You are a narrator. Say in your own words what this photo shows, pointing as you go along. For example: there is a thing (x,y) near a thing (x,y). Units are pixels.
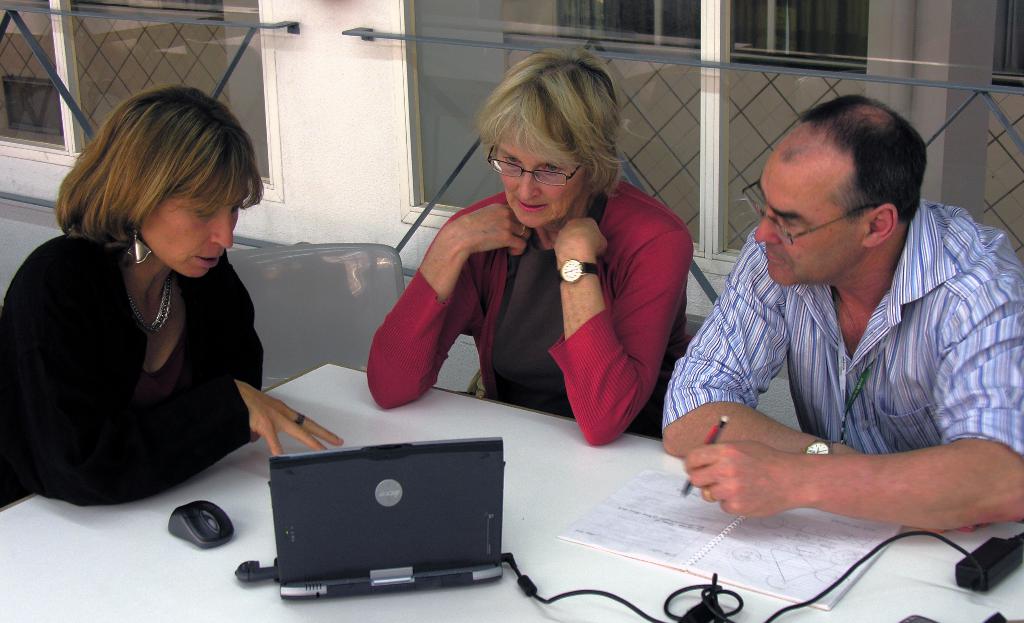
In this image we can see three persons (799,240) sitting in front of a table (540,565). One man (931,363) is wearing spectacles (772,223) and holding a pen (705,443) in his hands (727,464). On the table (645,601) we can see a laptop (422,509), mouse (209,507) and a book (758,551) placed on it.
